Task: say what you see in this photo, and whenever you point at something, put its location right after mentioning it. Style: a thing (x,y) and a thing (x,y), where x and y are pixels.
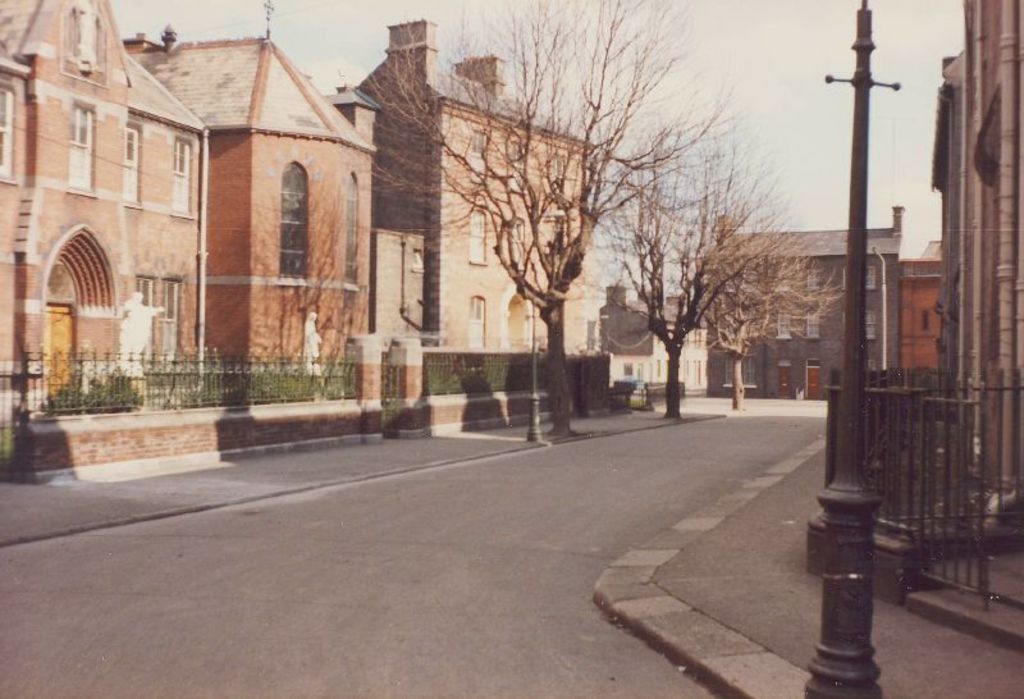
In the foreground of this picture (540,450), there is a street path (603,478) and on either side of the road (629,445) there are buildings (527,348), trees (687,314), poles (884,276) and sculptures (143,329). In the background (675,346), there are buildings (838,279), trees (728,300), and the sky (820,212).
